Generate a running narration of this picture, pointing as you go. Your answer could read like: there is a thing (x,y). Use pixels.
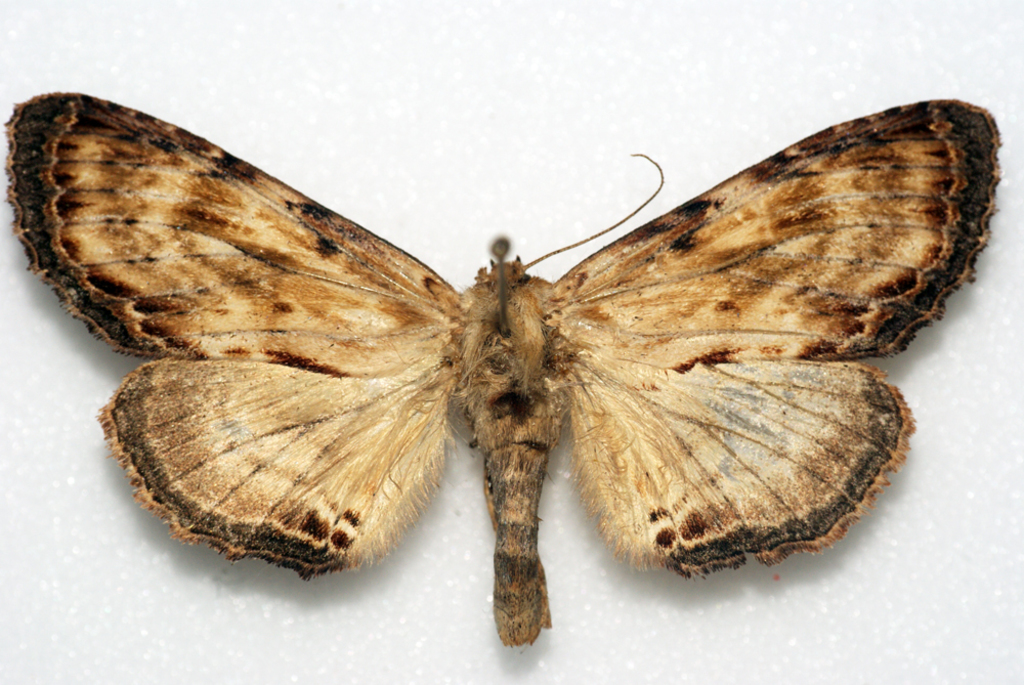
In this image we can see a butterfly (668,525) on the white color surface (257,650).
